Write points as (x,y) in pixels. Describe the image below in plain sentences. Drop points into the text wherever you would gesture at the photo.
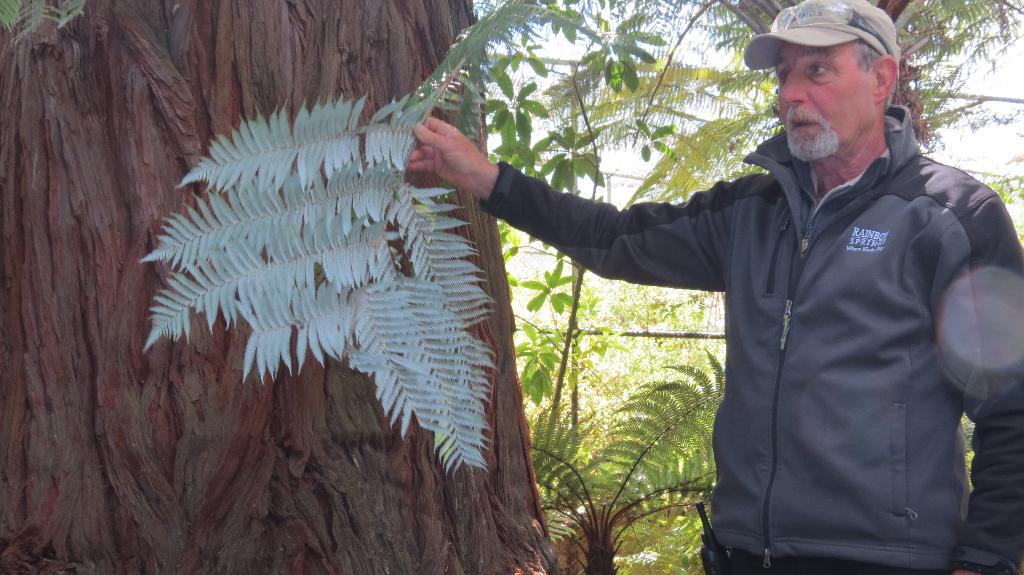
To the right side (842,325) corner of the image there is a man (842,325) with black jacket (846,250) and a cap (820,35) on his head (841,48) is standing and holding the leaves (392,290) in his hand (457,132). Behind the leaves (285,197) there is a tree trunk (122,233). And in the background (590,89) there are many trees (653,199).
